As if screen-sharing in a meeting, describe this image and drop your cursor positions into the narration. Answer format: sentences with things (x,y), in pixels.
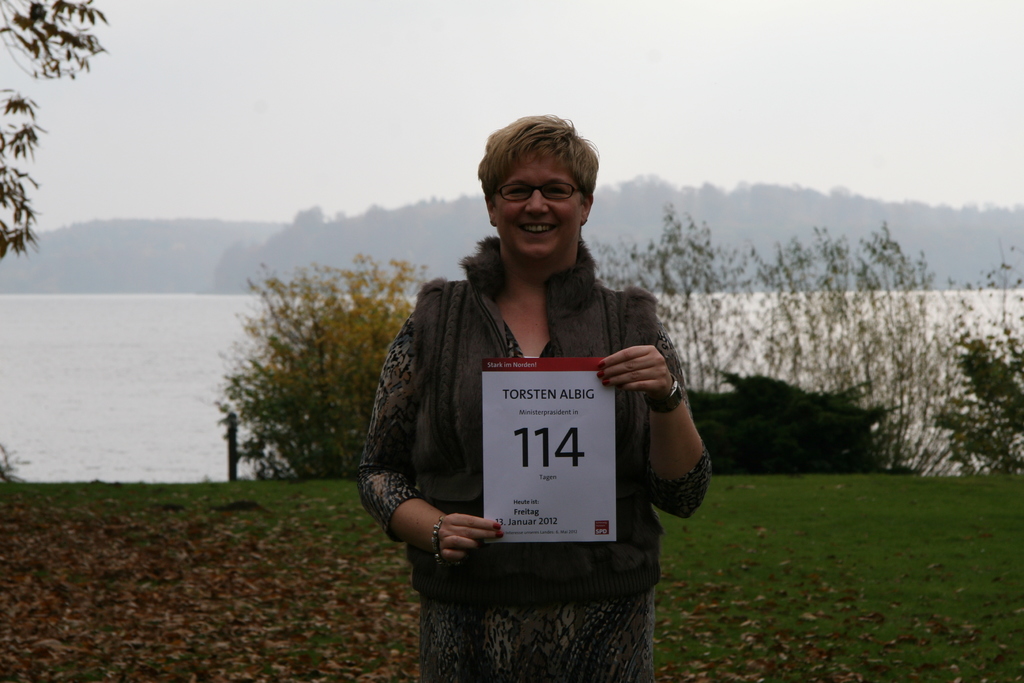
This picture is clicked outside the city. In the center (508,285) there is a person (503,346) holding a paper (542,388), smiling and standing on the ground (789,493) and we can see the text (530,394) and the numbers (547,464) printed on the paper (608,457). In the background (745,145) we can see the sky (272,113), trees (330,229), plants (742,381), grass (724,486) and a water body (129,362).
